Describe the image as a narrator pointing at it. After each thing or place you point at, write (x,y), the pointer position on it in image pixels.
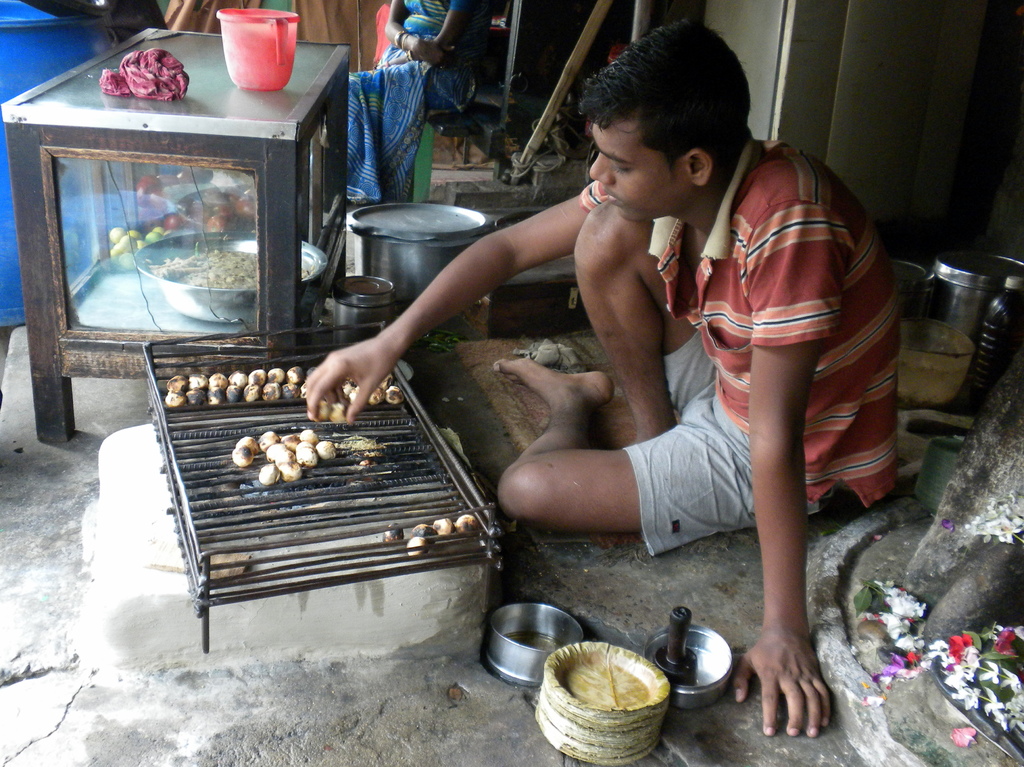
There are food items (308,454) kept on a grill rack (227,420) as we can see on the left side of this image (298,486). We can see steel bowls (557,622) and an object (615,705) at the bottom of this image (615,731). There is one person (734,362) sitting and holding a food item (330,412) as we can see in the middle of this image (344,405). We can see a table (152,209), a woman (429,78), mug (290,33), cloth (153,52) and a curtain (352,12) is in the background (163,61).
